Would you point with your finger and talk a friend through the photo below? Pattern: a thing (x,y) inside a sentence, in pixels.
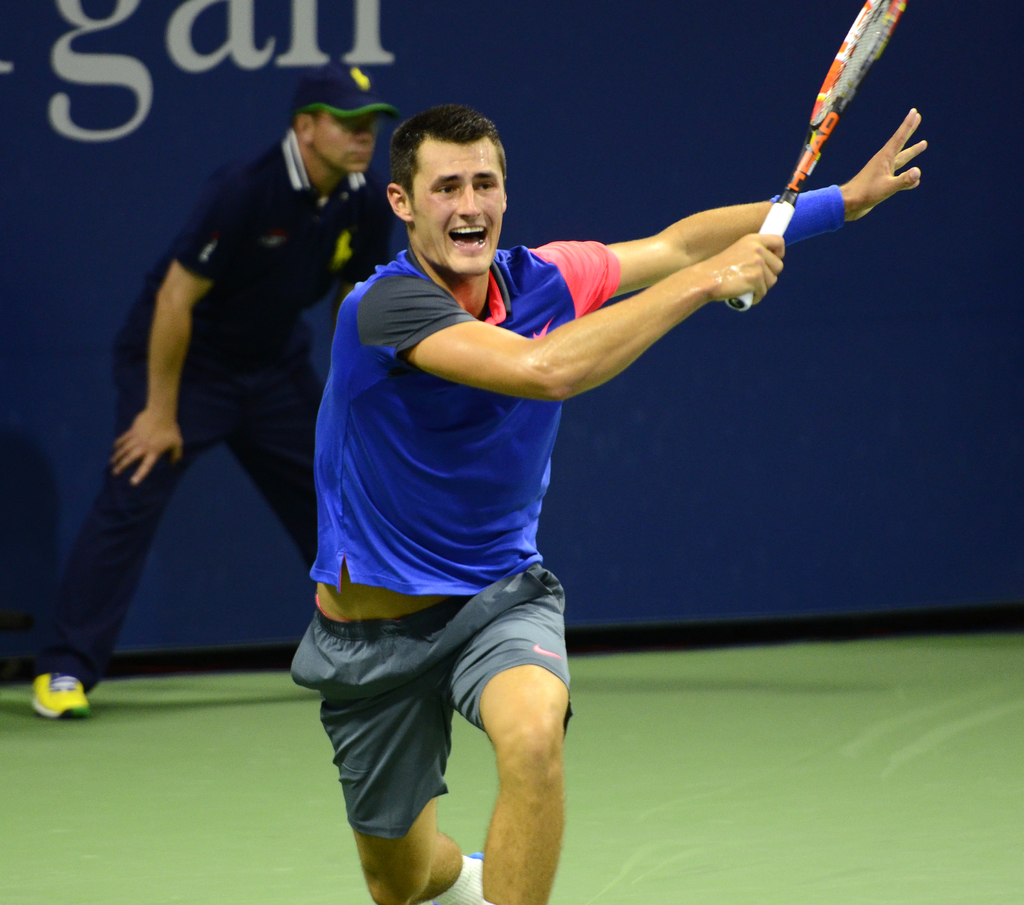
In this picture a blue shirt guy (396,370) is playing a tennis and in the background (798,9) there is a blue wall (767,40) and a line judge (305,222).
